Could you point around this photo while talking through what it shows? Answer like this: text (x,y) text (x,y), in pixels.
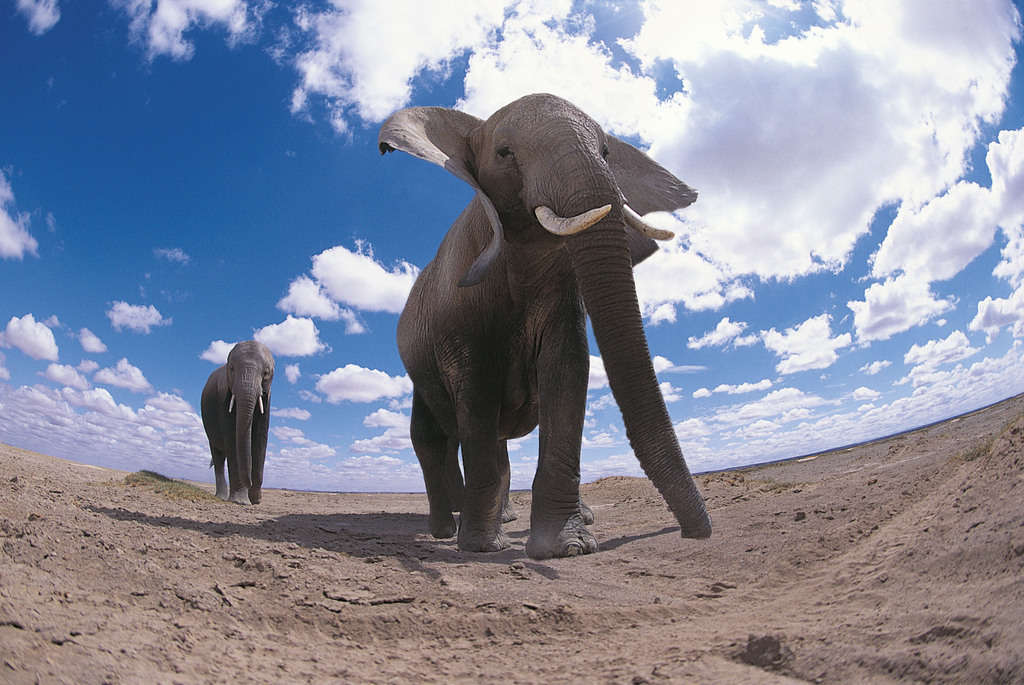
In this image there are two elephants (515,395) visible on the land (1,452), at the top (62,217) there is the sky (14,370), clouds (818,201) visible.
